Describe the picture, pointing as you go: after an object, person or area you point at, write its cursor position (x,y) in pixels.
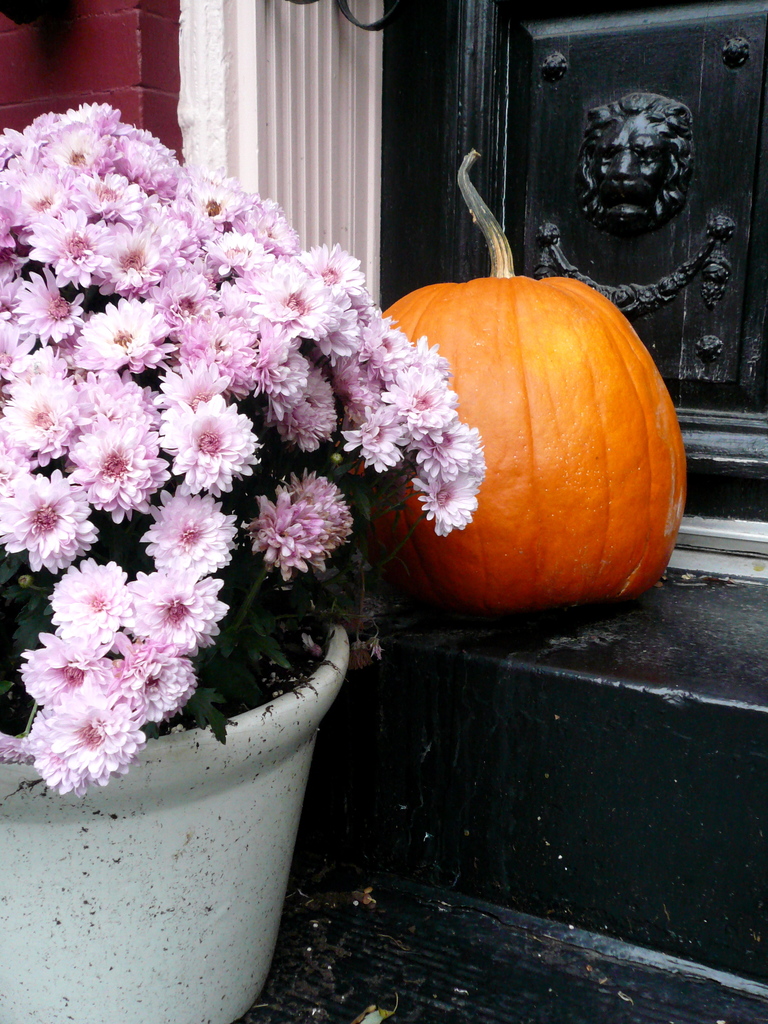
In this picture, we can see the wall (88,75) with door (764,260), we can see stairs (391,802), and some objects (202,651) on the stair (368,865) like plant (146,636) with flowers (199,639) in a pot (209,811), pumpkin (522,492).
